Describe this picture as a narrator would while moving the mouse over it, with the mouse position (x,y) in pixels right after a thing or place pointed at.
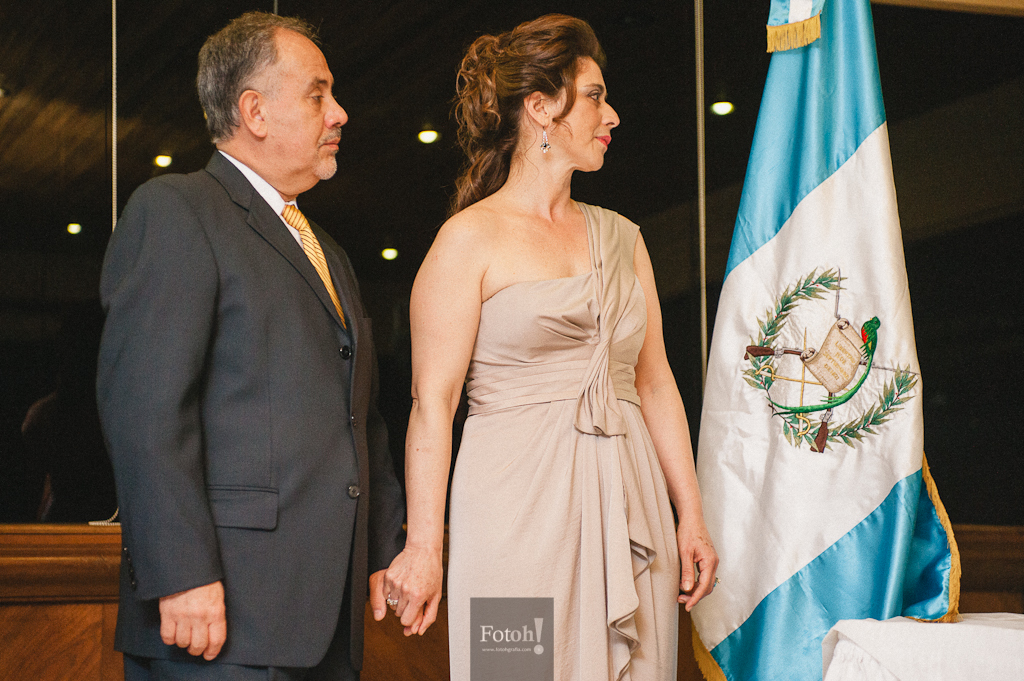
In this image I can see on the left side (285,469) a man (252,485) is holding the hand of a beautiful woman (415,531). He wore coat (234,373), tie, shirt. Beside him a beautiful woman (604,368) is standing, she wore dress (540,416). On the right side (798,92) there is a flag (810,345) in blue and white color. Behind them there are ceiling lights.
